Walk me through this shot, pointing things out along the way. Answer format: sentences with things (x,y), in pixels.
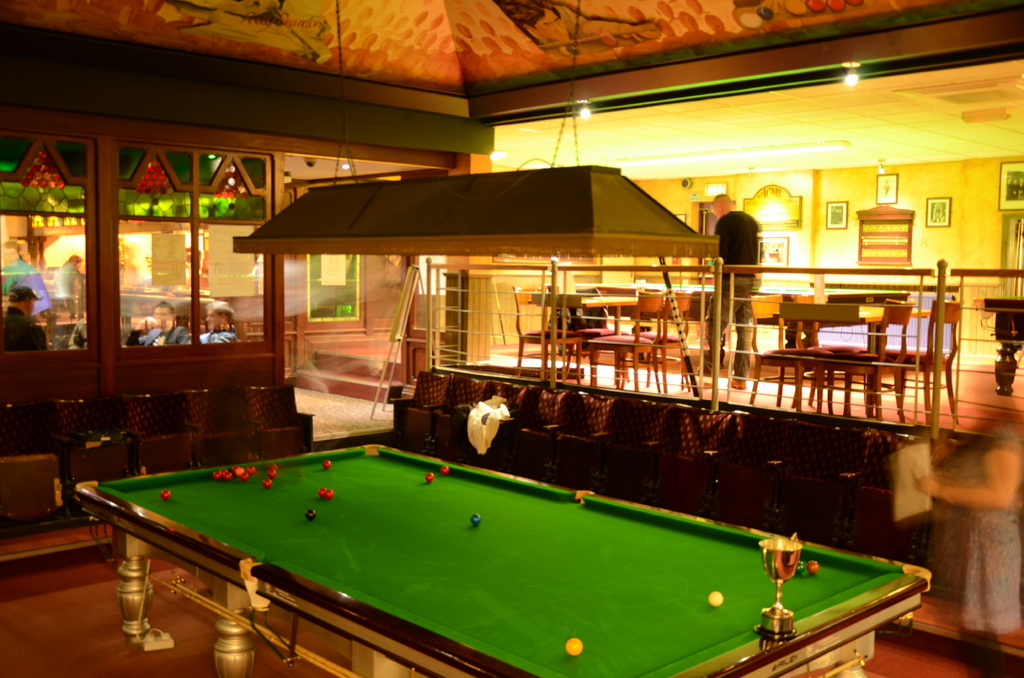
It is a pub (767,395), there is a snooker table (383,647) with balls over it beside the table (471,482) there is a big sofa (538,440) behind it there are some tables (619,306) and chairs (779,319) and a person (745,284) is standing in between them left side to that there is a room (133,329) in which some people (229,313) are sitting in the background (965,175) there is a yellow color wall (981,182) and some photo posters (841,212) on it.
